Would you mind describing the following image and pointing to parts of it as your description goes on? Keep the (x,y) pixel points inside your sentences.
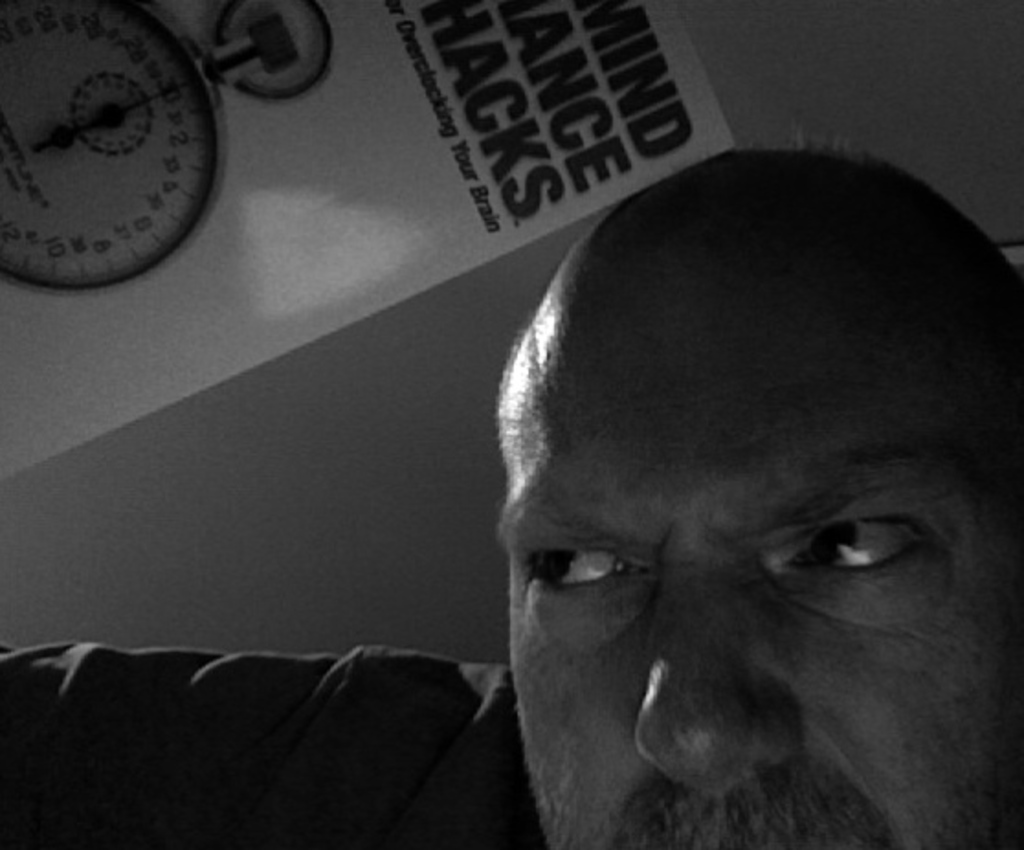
This is a black and white picture. In this there is a person (630,702). In the background (235,291) there is a sticker (227,302). On that there is a meter (168,139).
